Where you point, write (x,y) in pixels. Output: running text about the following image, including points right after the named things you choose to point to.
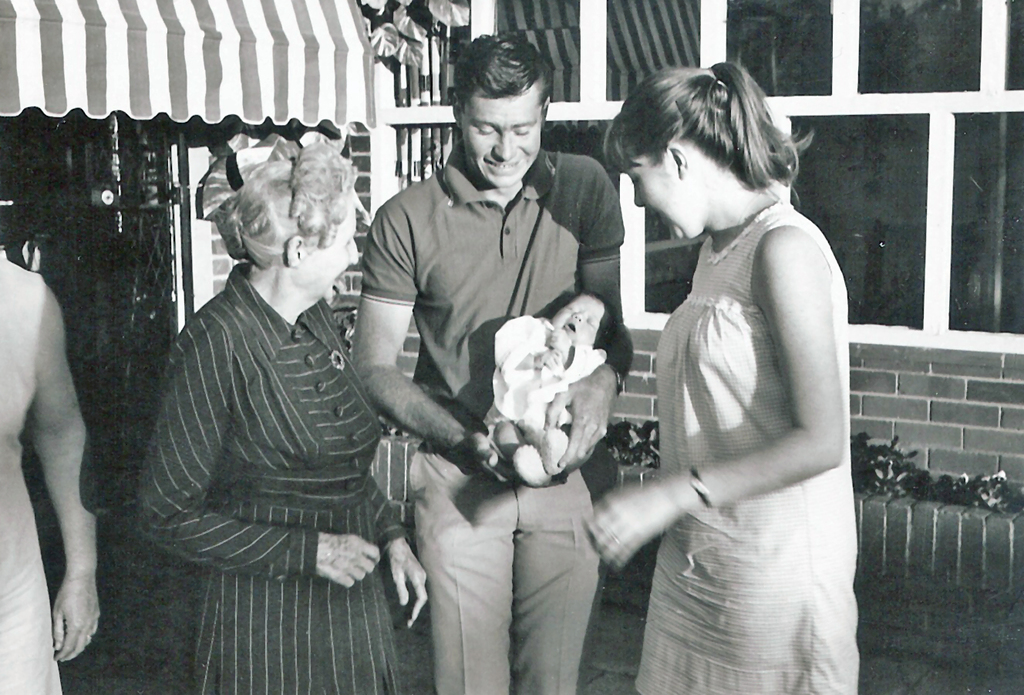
In this image we can see black and white picture of a group of people (460,362) standing on the ground (892,658). One person (533,199) is holding a baby (539,367) in his hands (570,418). On the left side of the image (215,110) we can see a gate (168,268) and a tent (228,109). At the top of the image (1016,220) we can see a building (851,175) with windows (876,120) and some plants (462,18).
